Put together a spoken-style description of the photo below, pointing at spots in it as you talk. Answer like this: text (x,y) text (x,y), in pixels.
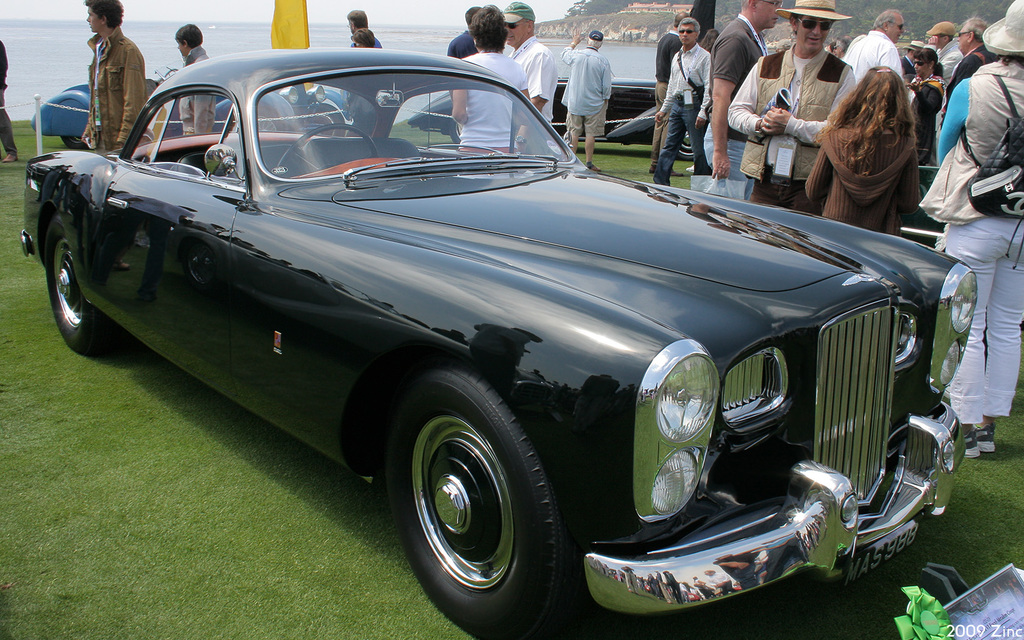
In this image we can see a few (997,100) people standing, there are some objects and vehicles (667,329) on the ground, also we can see water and trees (865,18), in the background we can see the sky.
